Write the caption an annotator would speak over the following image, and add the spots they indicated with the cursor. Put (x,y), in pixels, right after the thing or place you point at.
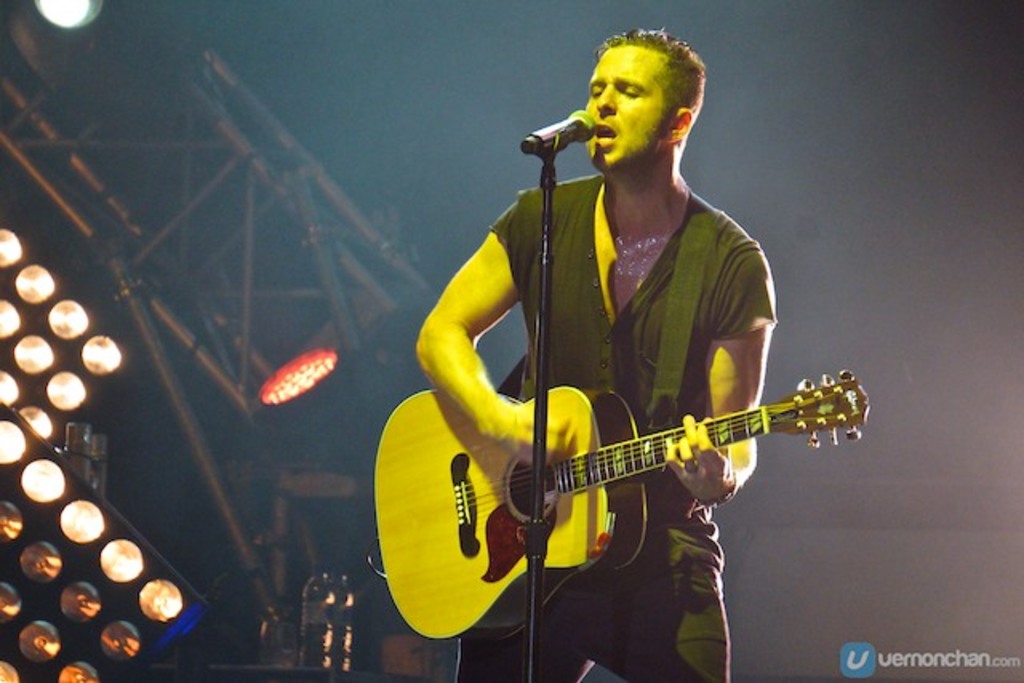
A man (577,198) is playing guitar (554,469) and singing on the microphone (565,136). In the background (134,312) we can see some poles (165,147) and lights (63,597).
